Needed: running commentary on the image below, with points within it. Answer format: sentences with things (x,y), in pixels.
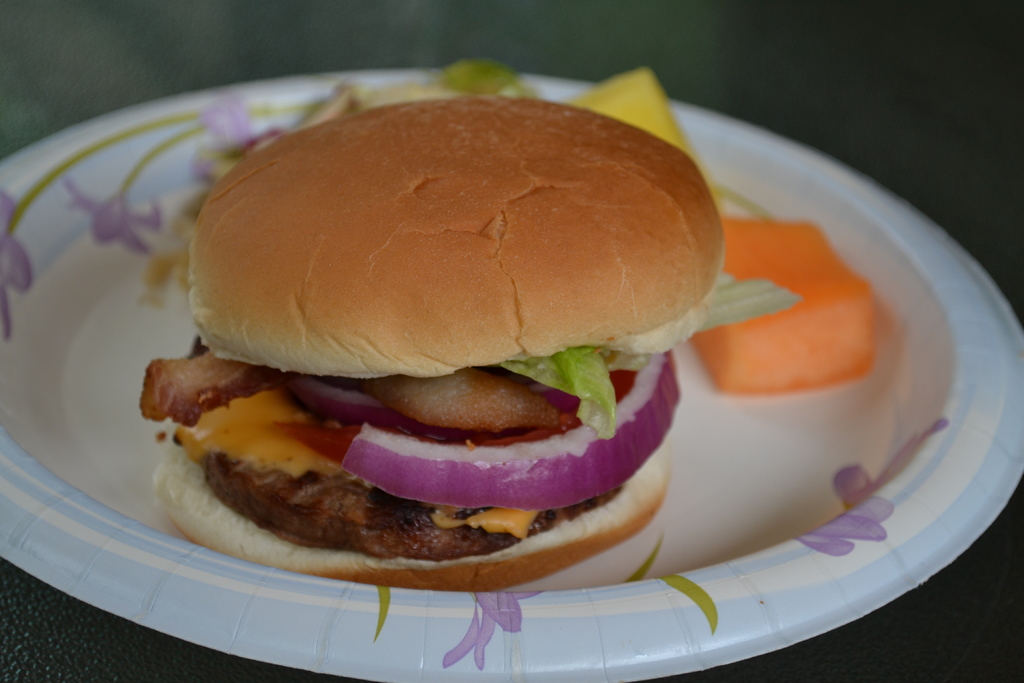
In this picture I can see a burger (388,278) and some food (770,233) in the plate (408,660). I can see a dark background (95,45).
